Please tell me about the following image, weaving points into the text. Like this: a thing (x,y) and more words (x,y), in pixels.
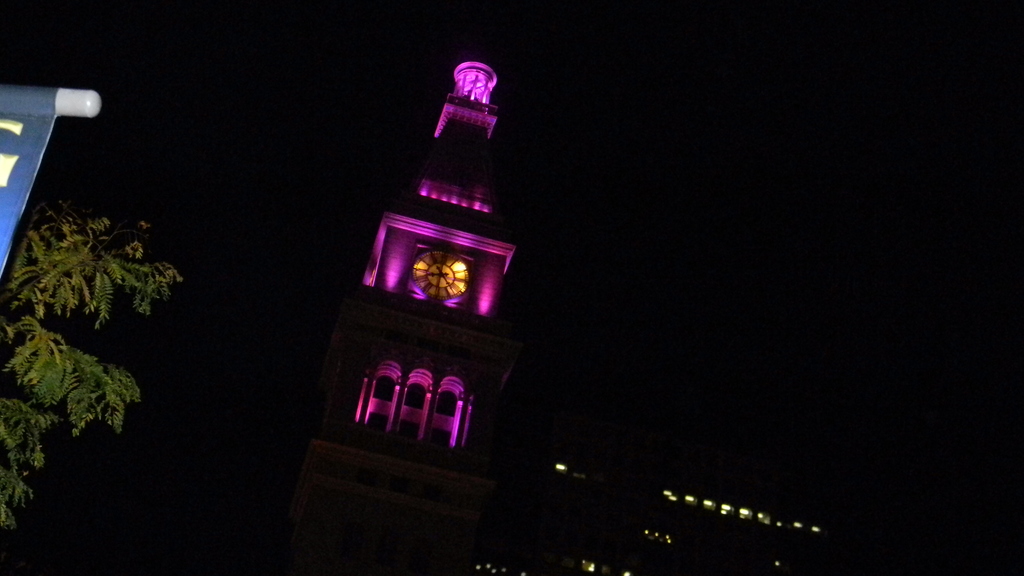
In this image, we can see a clock tower (403,237) and in the middle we can see a clock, on the left side (151,226) we can see a tree (3,514) and in the background (173,199) we can see the dark (693,134).
